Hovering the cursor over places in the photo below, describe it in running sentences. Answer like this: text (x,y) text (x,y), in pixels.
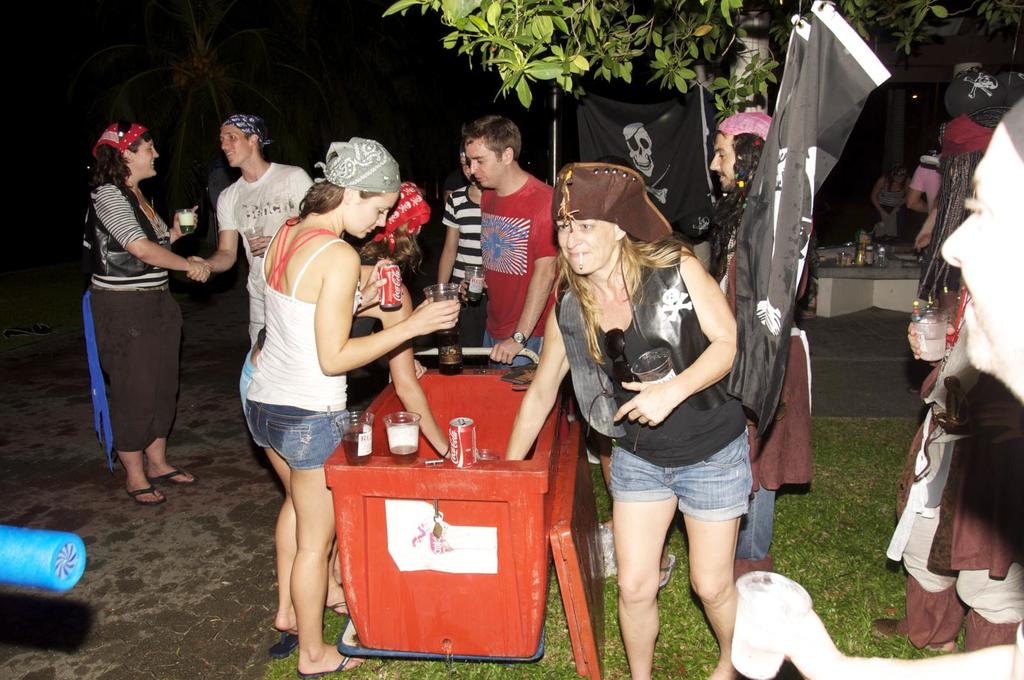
In this image I can see a group of people (717,431) standing and holding something. I can see a red box (476,509), trees (606,53), black banners (675,165), grass (842,509) and few objects (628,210).
